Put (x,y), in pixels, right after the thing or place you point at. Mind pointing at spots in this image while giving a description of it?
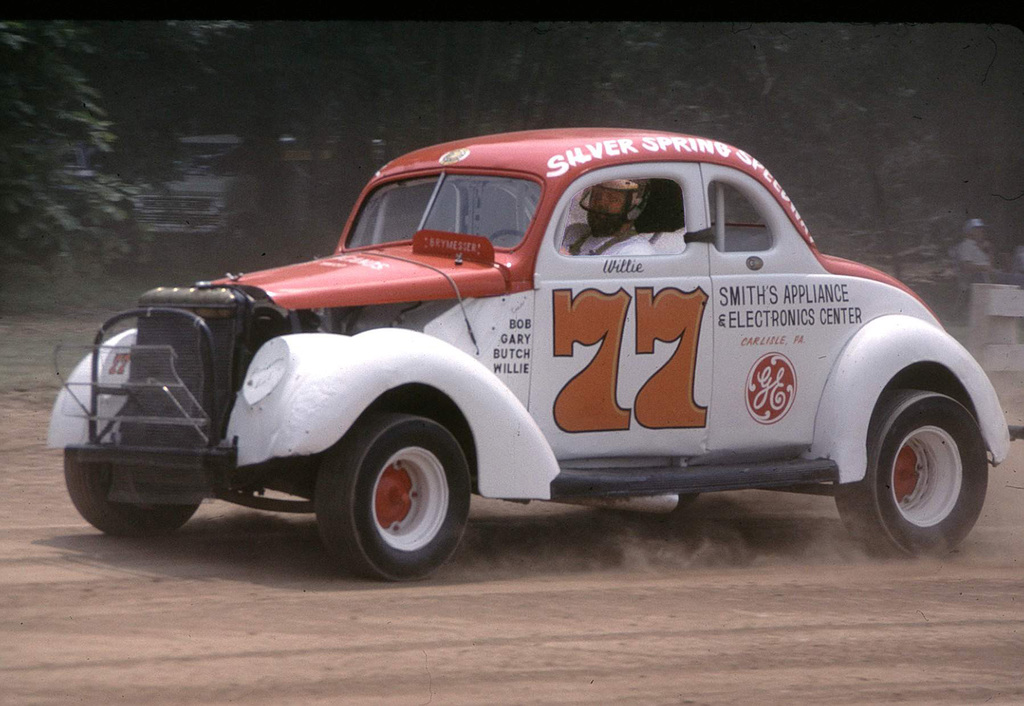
In this image there is a person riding the car (845,498). In the background of the image (170,205) there is a car (155,197). There are trees (465,53). On the right side of the image (980,254) there is a person (975,278) standing.
